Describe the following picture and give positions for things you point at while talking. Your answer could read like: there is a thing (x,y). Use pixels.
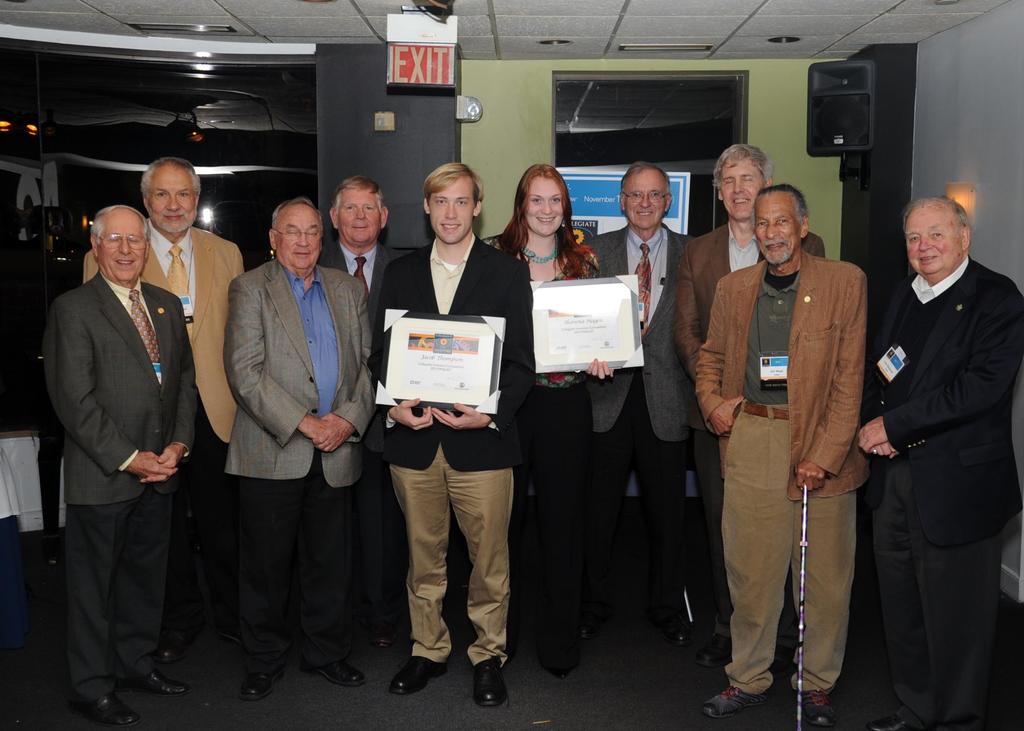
In this image we can see group of people (983,436) standing on the ground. One man (518,414) and woman (565,414) are holding frames (596,321) in their hands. One person (810,357) is holding a stick (801,613) in his hand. In the background (861,85) we can see a speaker (845,138) on the wall (780,154), board (426,70) with some text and some lights (440,6) on the roof (470,14).
